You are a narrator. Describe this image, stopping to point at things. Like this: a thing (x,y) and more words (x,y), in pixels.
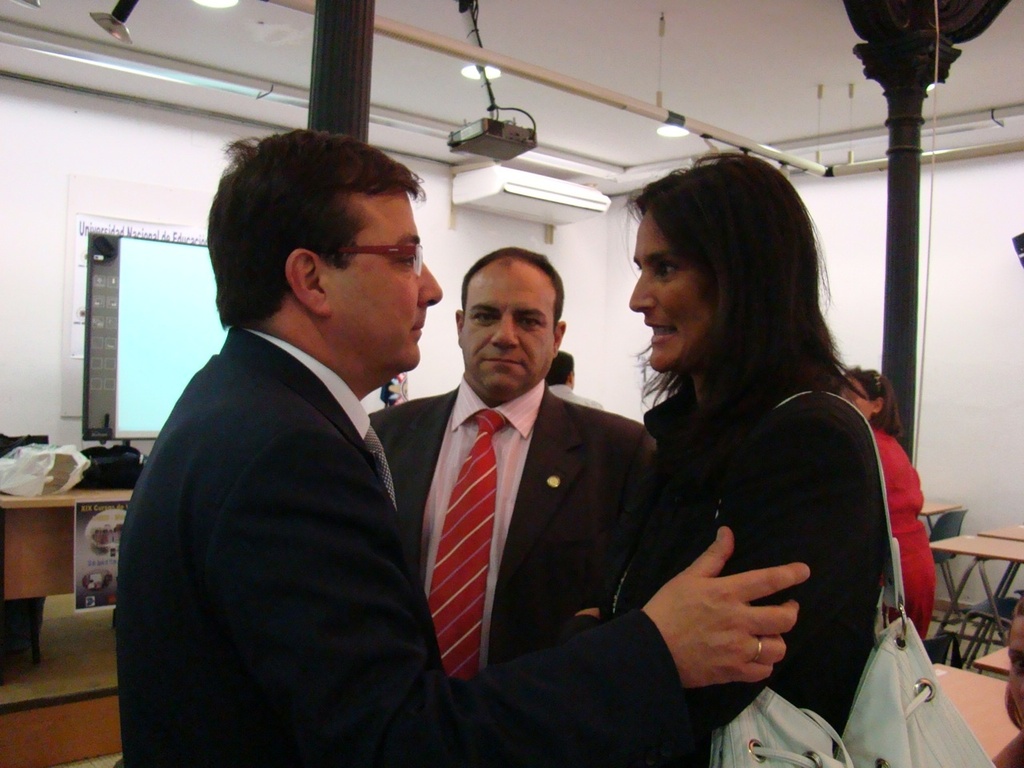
In this picture, there is a man (287,273) holding a woman (732,445). She is wearing a black shirt (803,551) and carrying a bag (753,751). Man (211,646) is wearing a blazer (198,653). In between them, there is a man (508,502) wearing blazer (573,442) and a tie (475,472). In the picture, there are two pillars (313,94). Towards the bottom right (970,671), there are tables (961,684). In the background (79,207), there is a wall (8,306) with a screen (121,284). On the top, there are lights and a projector (495,160).
